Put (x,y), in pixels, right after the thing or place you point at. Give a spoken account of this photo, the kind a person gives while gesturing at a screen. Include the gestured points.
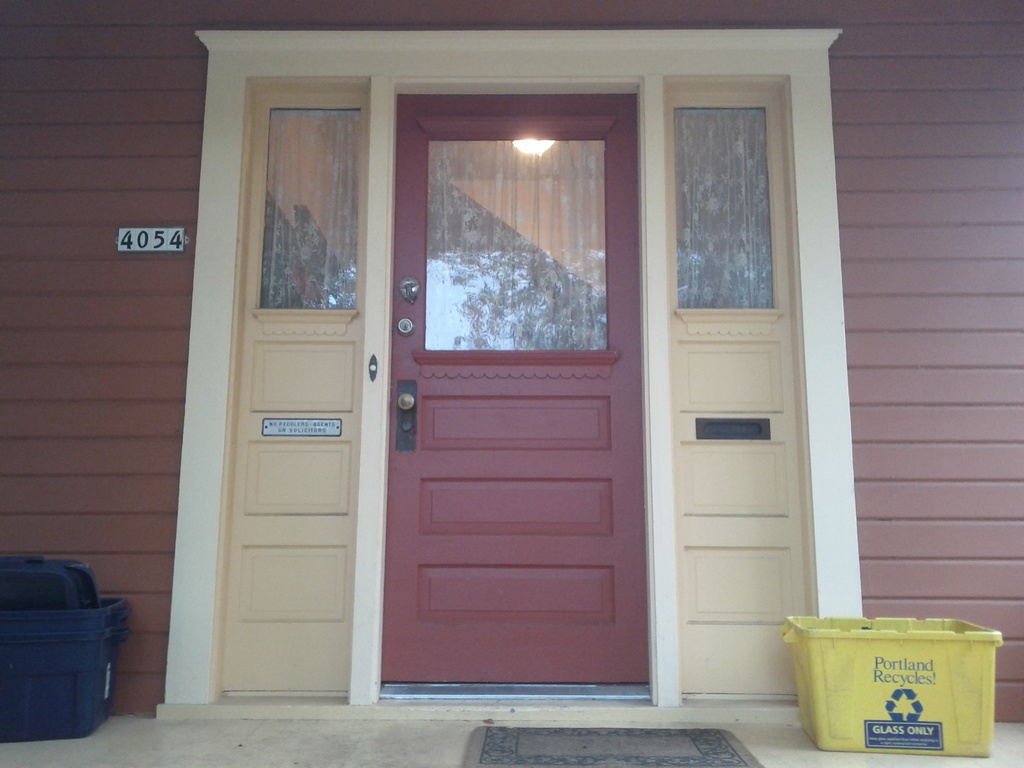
In this image I see the wall (13,85) which is brown in color and I see the door (595,122) over here which is of maroon in color and I see the light (524,141) through this glass (456,259) and I see the door mat (491,746) over here and I see a blue and yellow color boxes (29,703) and I see numbers (164,231) on this plate (133,235).
